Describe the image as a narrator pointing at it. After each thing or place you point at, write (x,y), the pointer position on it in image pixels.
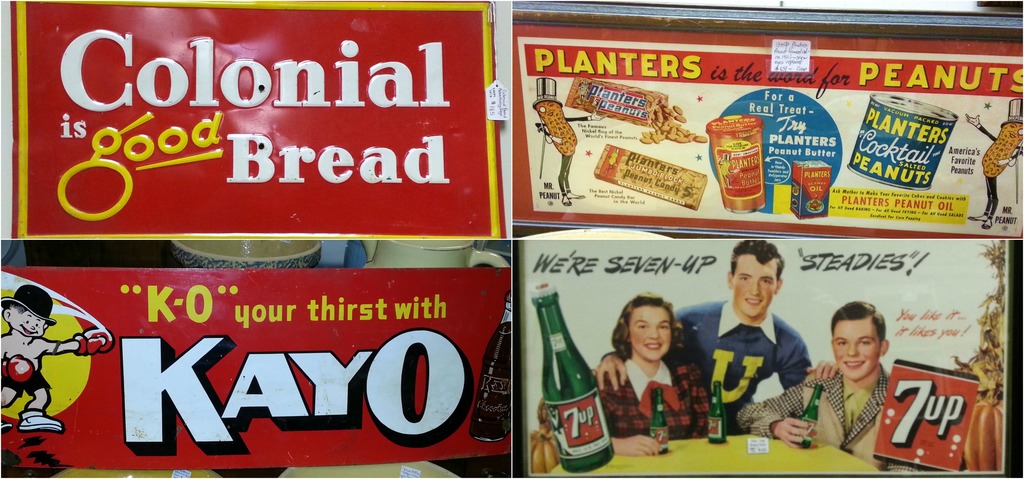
In this picture there is a collage photograph of four posters (291,370). In the front (670,330) right side (693,406) there are two boys (748,360) and a girl (664,369), smiling and giving a pose to the camera by holding the green 7up bottle (657,405) in the hand (779,428).
